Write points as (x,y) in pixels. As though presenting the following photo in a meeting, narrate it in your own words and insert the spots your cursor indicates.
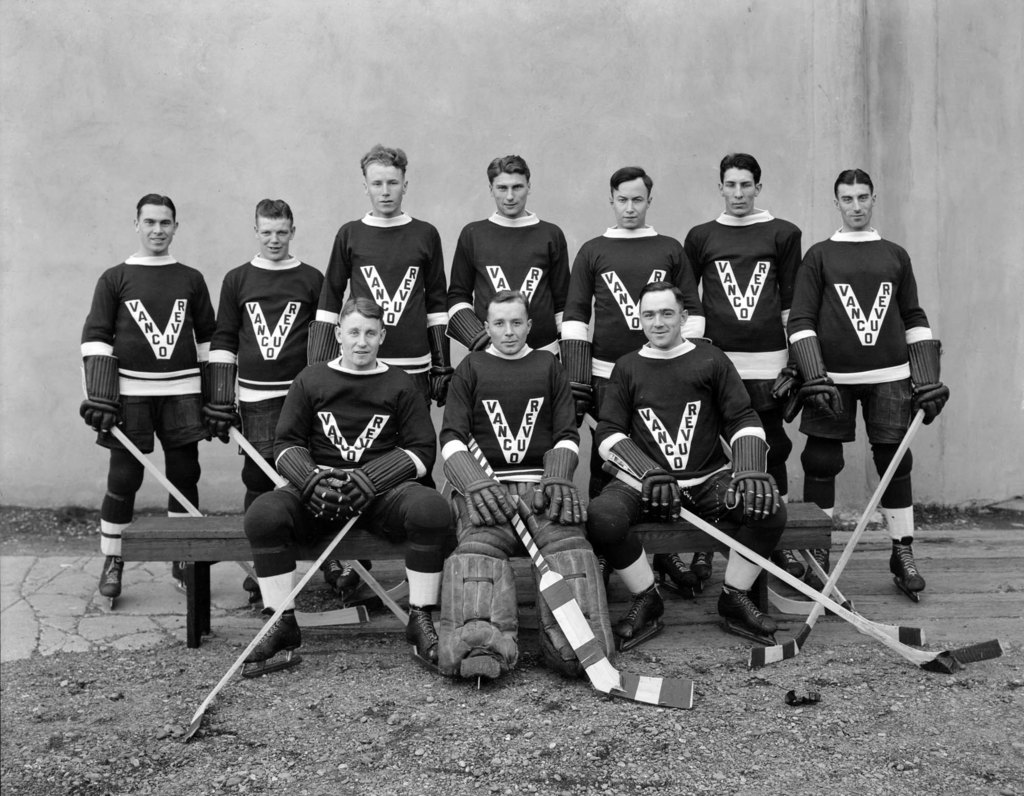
This is a black and white image as we can see there are three persons (492,517) sitting on a bench (191,547) at the bottom of this image (478,532) and there is a group of persons (549,256) standing beside to these persons (489,443), and there is a wall (364,140) in the background (451,115).
